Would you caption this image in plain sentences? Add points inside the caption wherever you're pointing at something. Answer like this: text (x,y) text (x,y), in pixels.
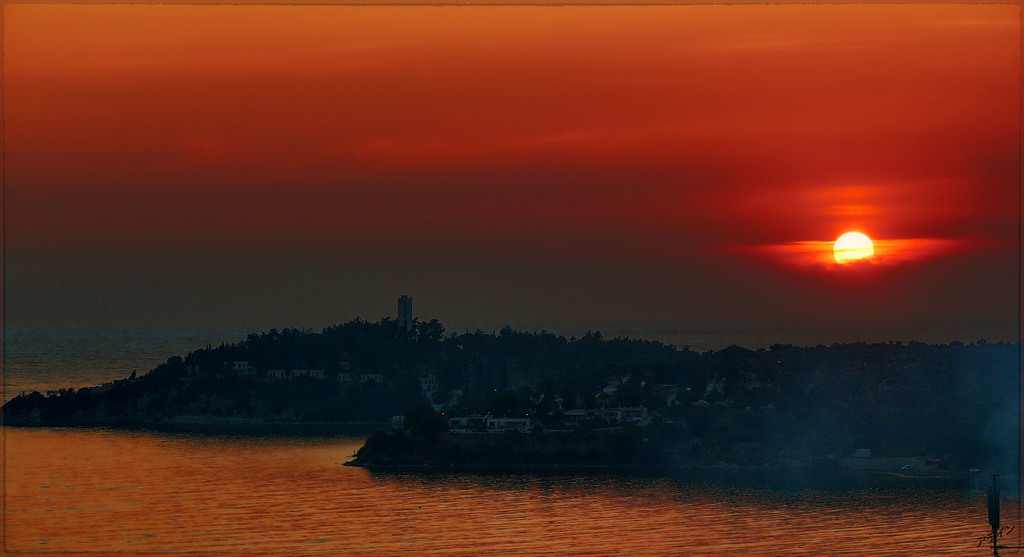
In this image there is the sky (526,180) truncated towards the top of the image (483,169), there is the sun (841,246) in the sky (814,235), there are plants (616,366), there are buildings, there is water (842,522) truncated towards the bottom of the image (545,522), there is water (49,361) truncated towards the left of the image (37,357), there is an object (997,522) truncated towards the bottom of the image (996,515).
